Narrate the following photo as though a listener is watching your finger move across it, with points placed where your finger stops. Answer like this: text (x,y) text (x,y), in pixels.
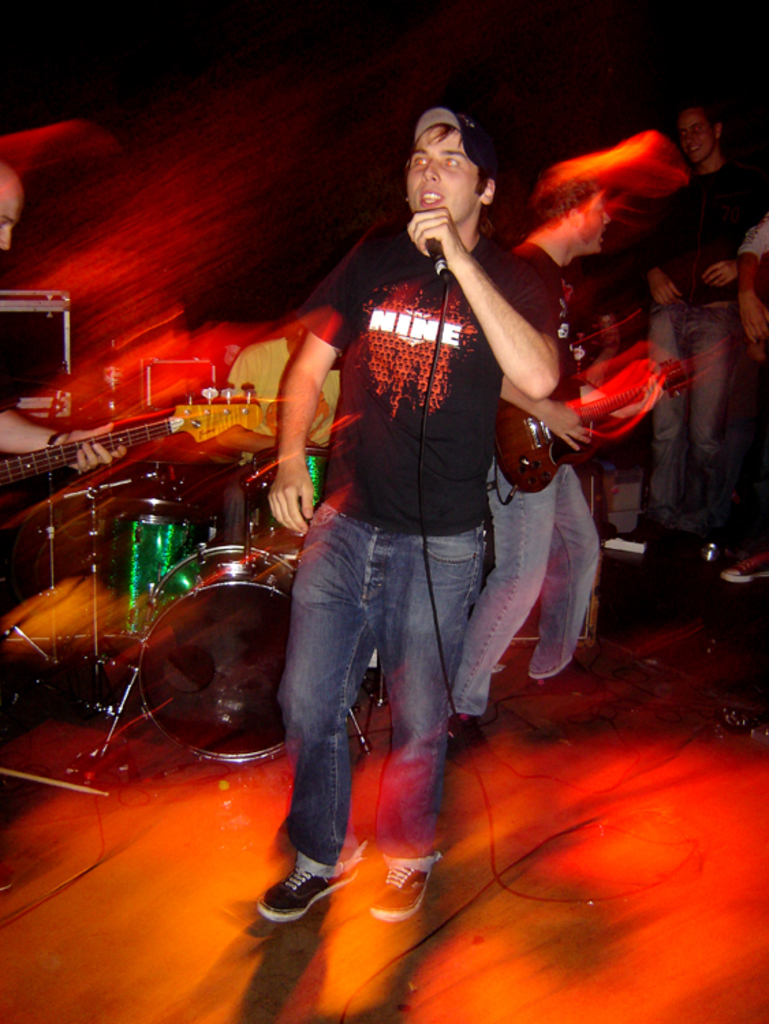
The person (422,416) wearing black shirt (441,388) is standing and singing in front of a mic (445,295) and there are group of people (545,278) playing music behind him.
